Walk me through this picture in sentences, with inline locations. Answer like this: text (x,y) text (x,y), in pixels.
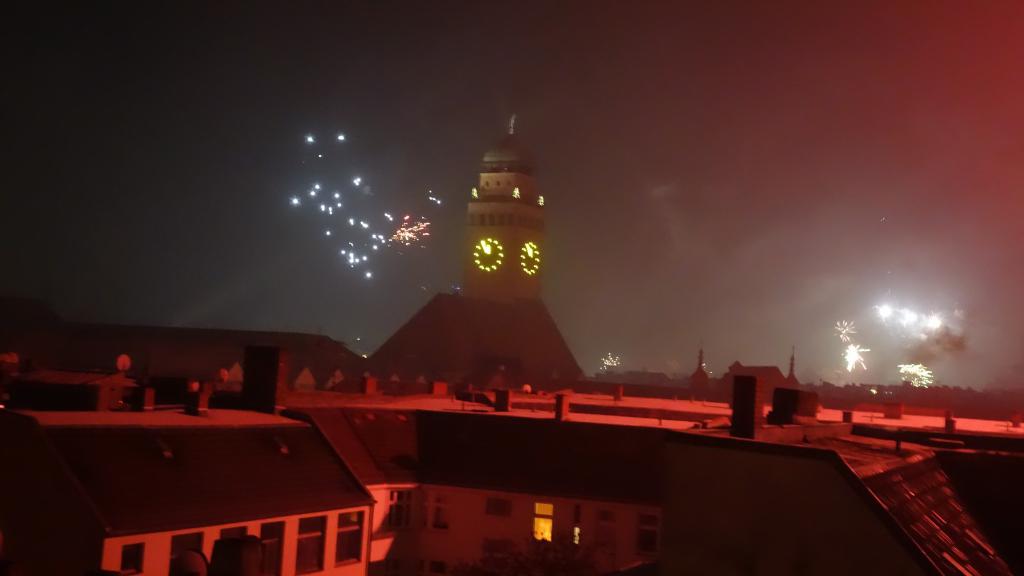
In this image I can see the roof (298,437) of the building (658,425), few windows (180,546) of the building (322,540), a huge tower (509,154) and two clocks (495,252) to the tower (507,249). In the background (568,226) I can see the dark sky (703,156) and exploding fireworks (411,227).
